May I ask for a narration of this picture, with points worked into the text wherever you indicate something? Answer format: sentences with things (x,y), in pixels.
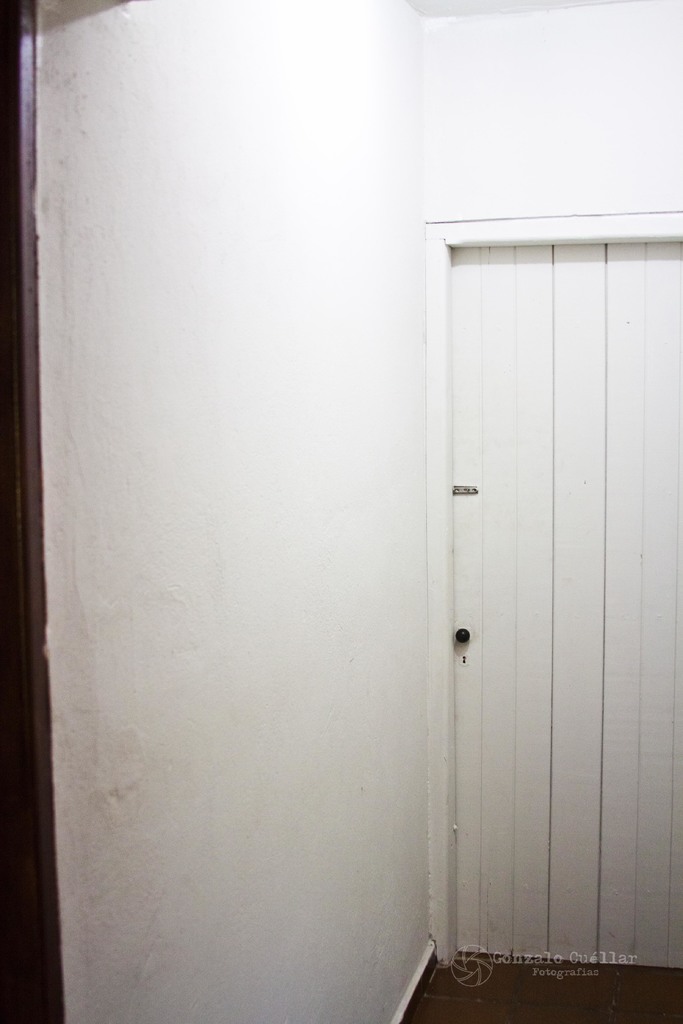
As we can see in the image there is white color wall (285,575) and door (564,681).
